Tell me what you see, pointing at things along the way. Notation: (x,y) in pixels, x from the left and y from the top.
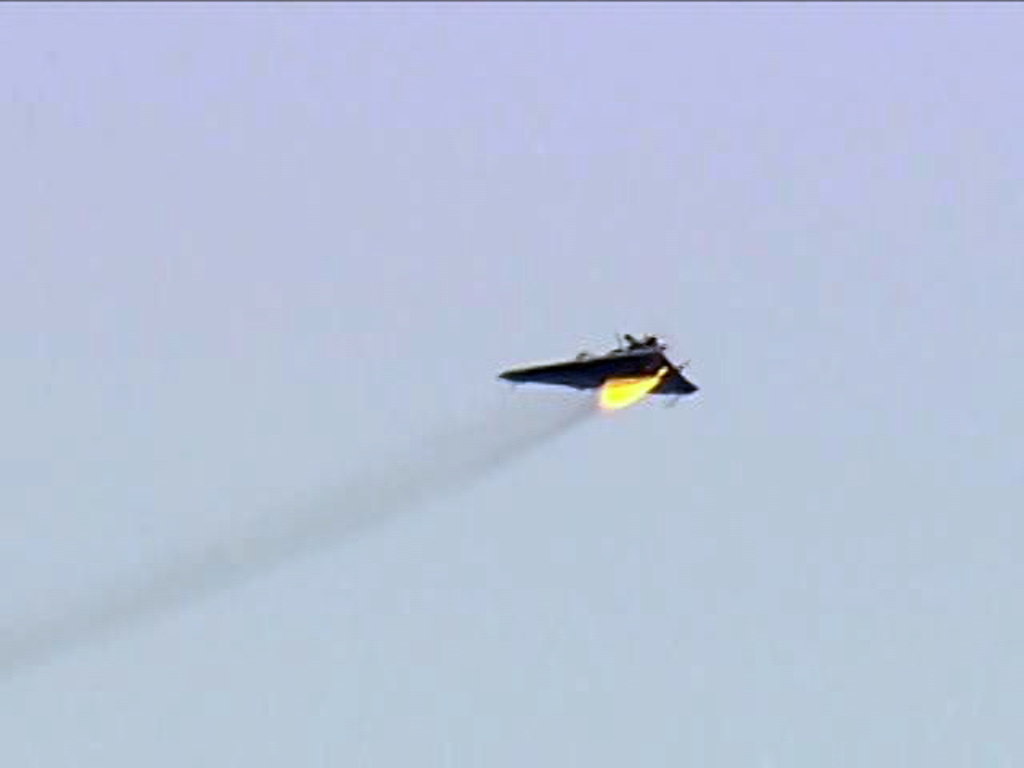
In this image in the center (598,378) there is an aircraft (641,368), and in the background (736,386) there is sky (362,596).
